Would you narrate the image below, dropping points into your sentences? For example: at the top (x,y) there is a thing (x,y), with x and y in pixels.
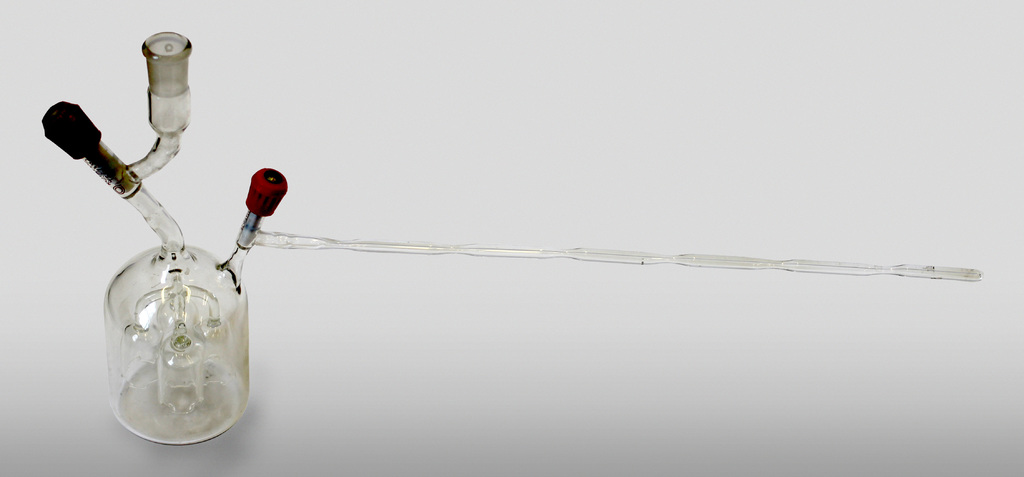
In this image I see a glass (221,358).
